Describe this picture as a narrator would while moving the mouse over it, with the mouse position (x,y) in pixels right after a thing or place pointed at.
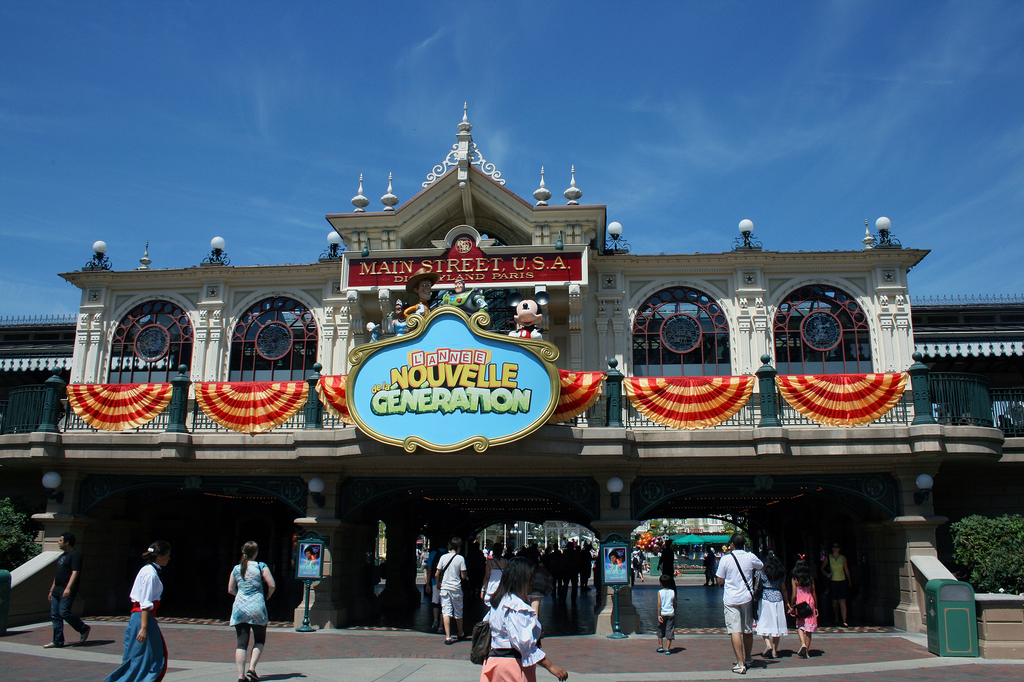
This image is taken in outdoors. In this image there is a building (109,321) with walls (165,445), windows (707,350), doors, pillars (333,352), railings (164,420) and boards (474,364) with a text (420,373) on it. In the bottom of the image (264,629) there is a floor (70,663) and many people (558,590) walking on the floor (554,601). In the left side of the image (10,550) there is a plant (17,533). At the top of the image (363,88) there is a sky (804,146) with clouds (932,222).
